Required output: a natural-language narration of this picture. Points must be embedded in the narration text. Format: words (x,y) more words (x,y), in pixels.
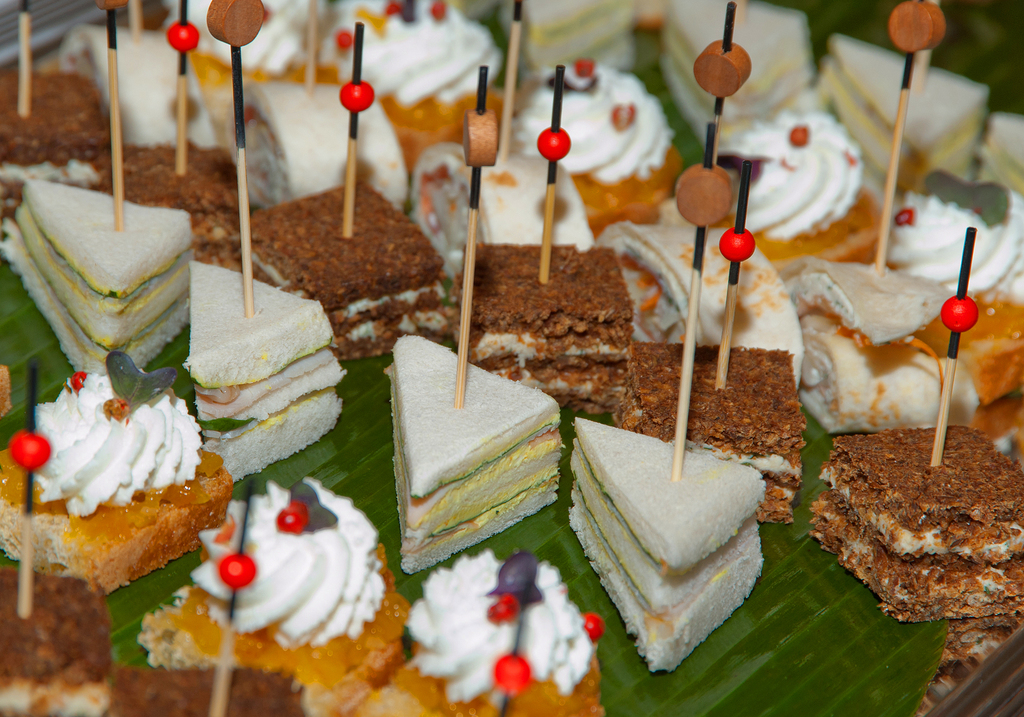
In this image I see different types of food (572,174) and I see sticks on most of the food items (903,342).
